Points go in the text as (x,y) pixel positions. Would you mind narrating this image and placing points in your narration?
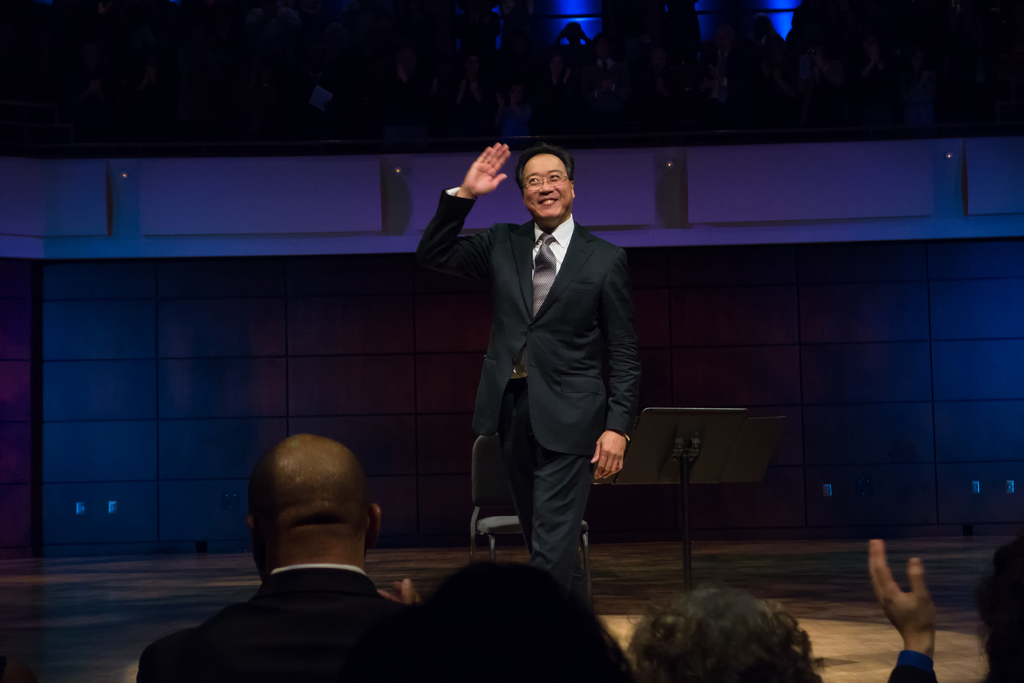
In this image we can see a person (522,419) standing. Behind the person (533,443) there is a chair (480,465), stand (677,449) and a wall (838,354). At the top (99,76) we can see a group of persons (473,66). At the bottom (364,629) there are few persons (700,639).
